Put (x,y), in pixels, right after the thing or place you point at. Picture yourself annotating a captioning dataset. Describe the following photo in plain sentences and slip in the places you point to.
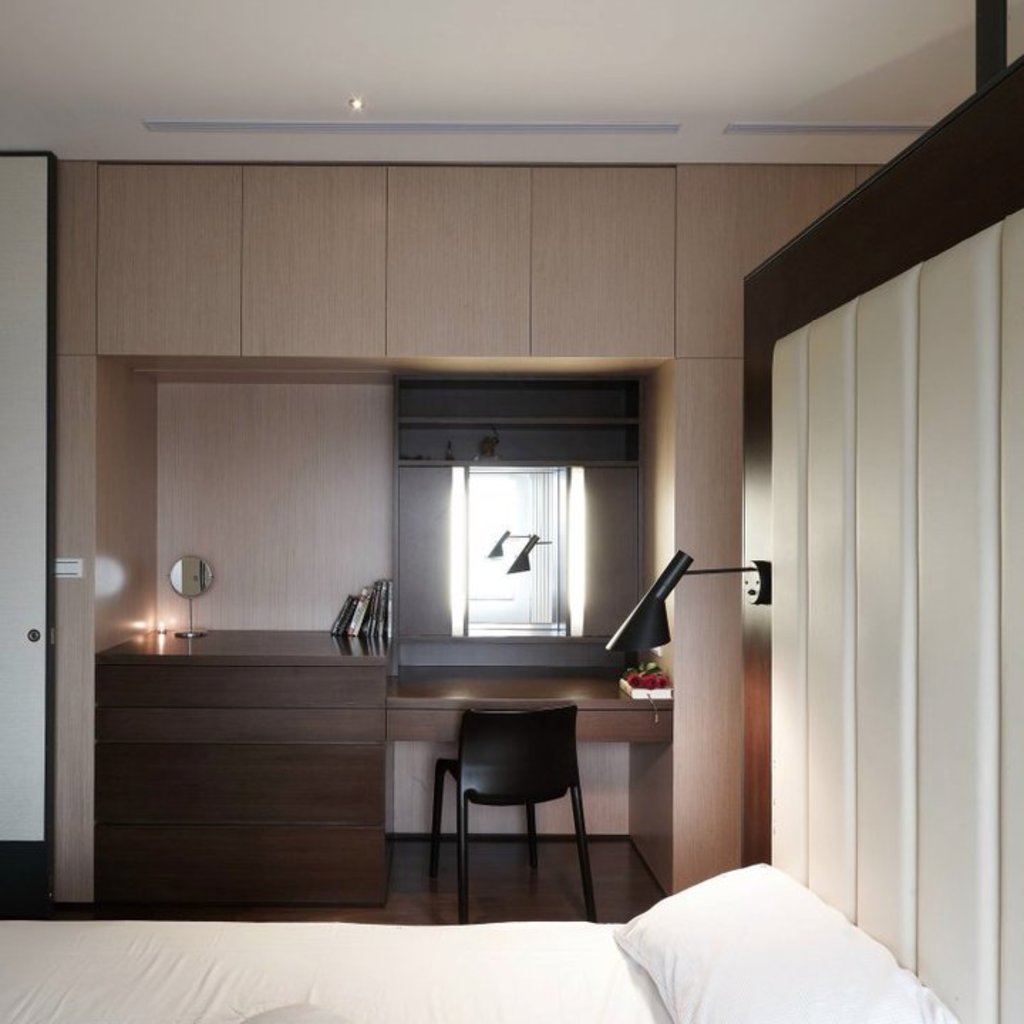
In this image there is an interior view of the room (489,757) where there are pillows (690,972), a bed (415,989), a cupboard (713,596), a bed light (651,608), a door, a reflection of bed light (492,555) in the mirror (481,562), there are books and a small mirror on the desk (360,666).
